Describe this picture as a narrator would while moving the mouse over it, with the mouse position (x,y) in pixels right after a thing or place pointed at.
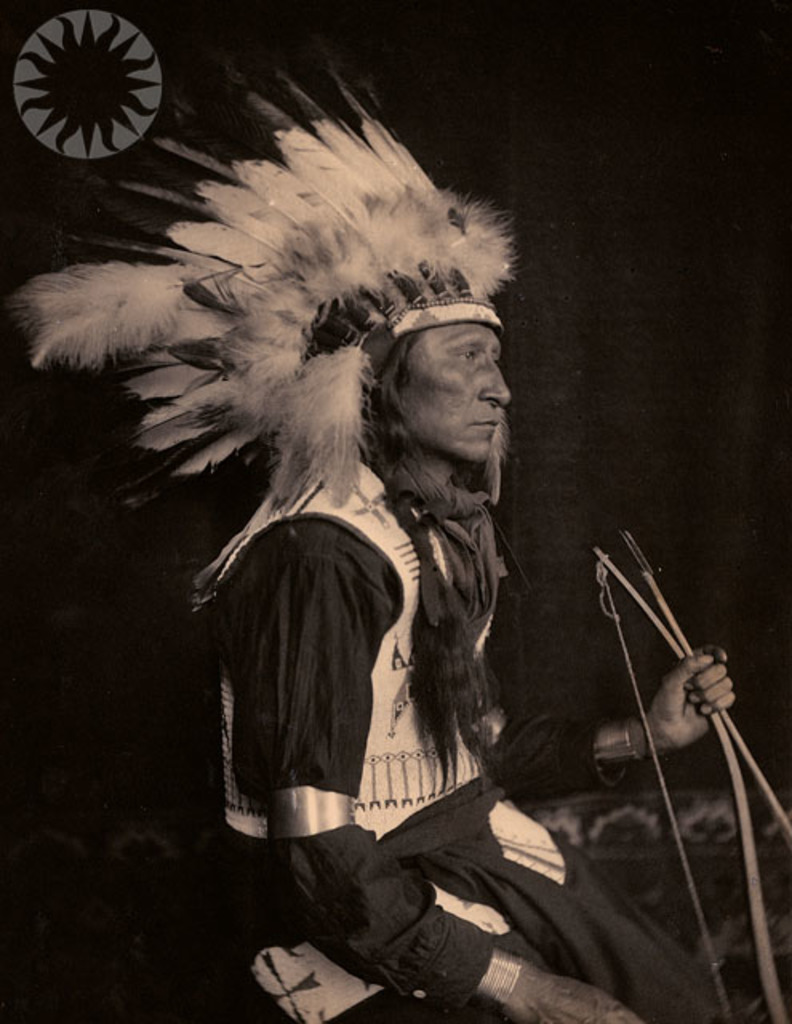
As we can see in the image there is a man (451,520) wearing black color dress (333,740) and holding a bow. There are feathers (354,301) and the background (763,216) is dark.
